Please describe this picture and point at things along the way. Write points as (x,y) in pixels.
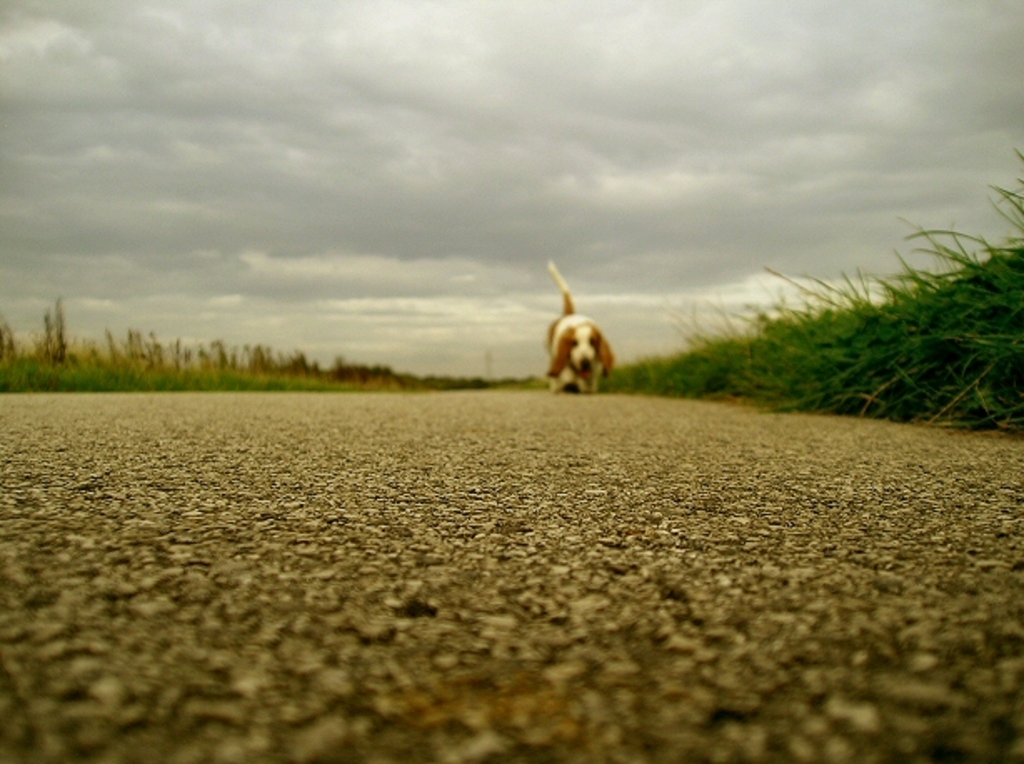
This picture is clicked outside. In the foreground (426,496) we can see the ground (199,556) and a dog (589,361) and on both the sides we can see the green grass (938,338). In the background (534,99) there is a sky (522,165) which is full of clouds (586,171).
